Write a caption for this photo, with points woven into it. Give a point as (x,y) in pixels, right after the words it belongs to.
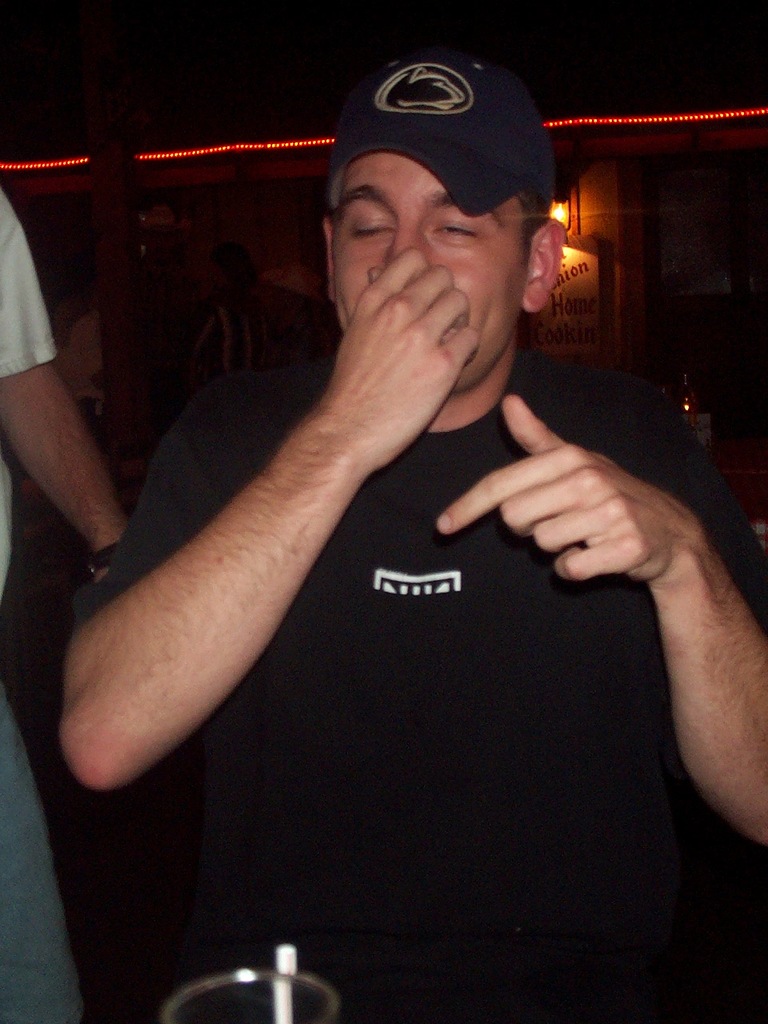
In this picture, we can see a few people (541,458), and we can see a person (631,892) is partially covered, we can see the dark background (582,309) with some lights (55,163), and some text (563,314) on the object (557,287), we can see some objects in the bottom side of the picture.
